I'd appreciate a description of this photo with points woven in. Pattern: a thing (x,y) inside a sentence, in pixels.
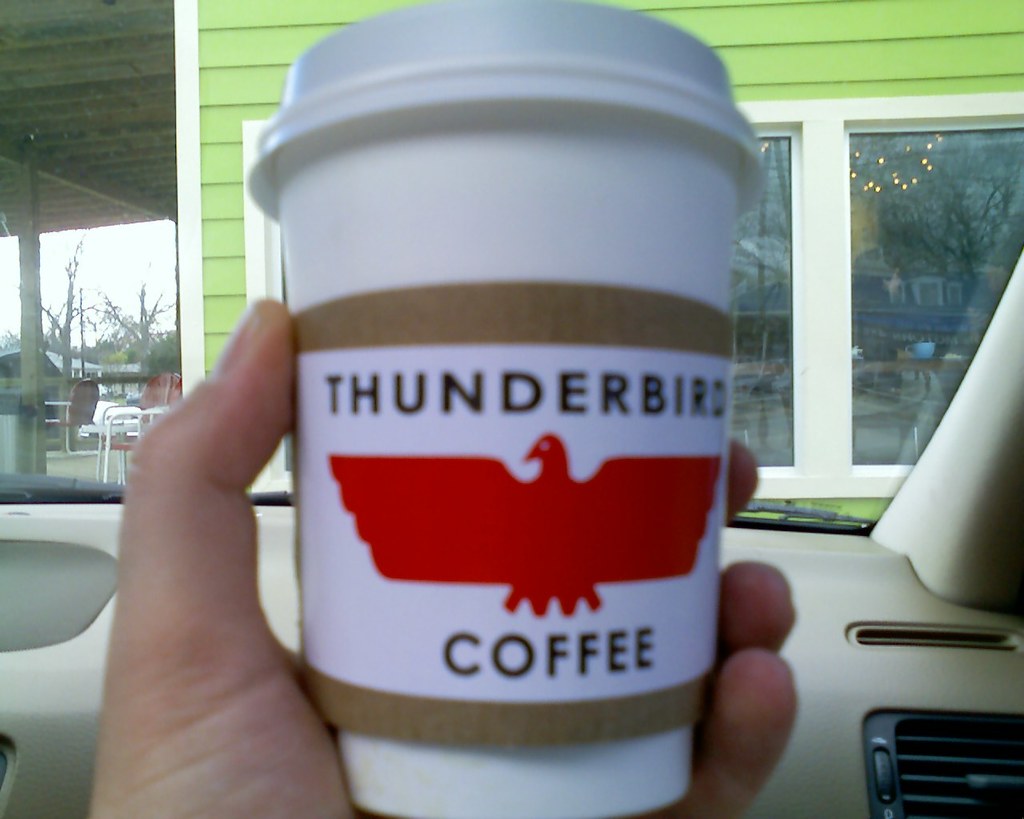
It's a coffee cup (696,699) in the hand (174,517).
